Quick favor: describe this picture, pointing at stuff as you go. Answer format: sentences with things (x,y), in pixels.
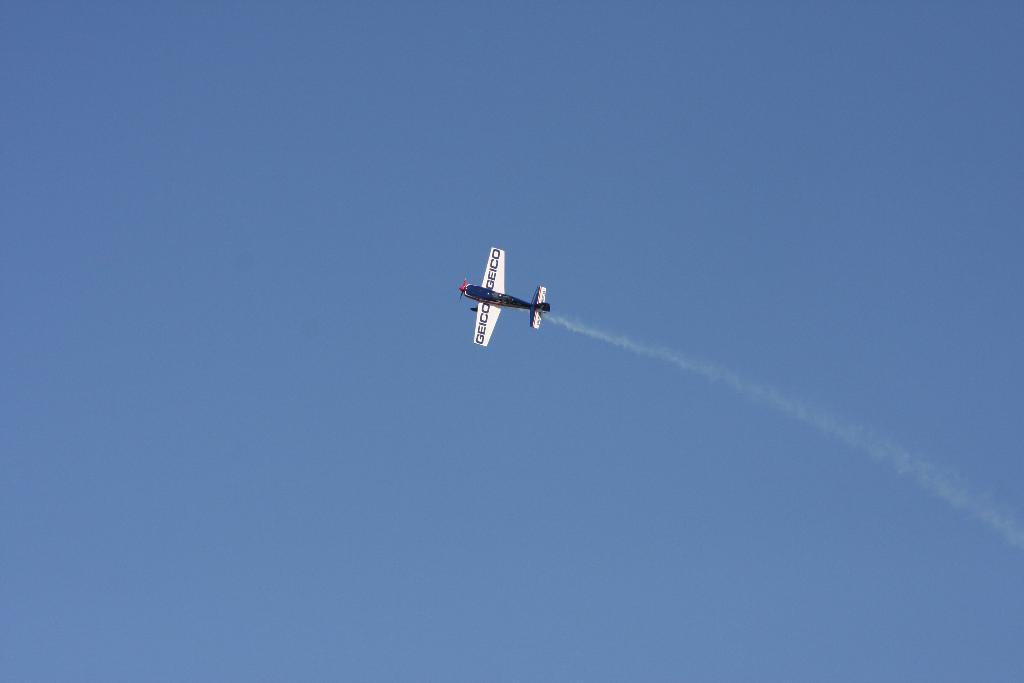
In this picture, we see a propeller plane (498,312) in white, blue and a red color is flying in the sky (478,267). In the background (445,438), we see the sky (621,479), which is blue in color.
